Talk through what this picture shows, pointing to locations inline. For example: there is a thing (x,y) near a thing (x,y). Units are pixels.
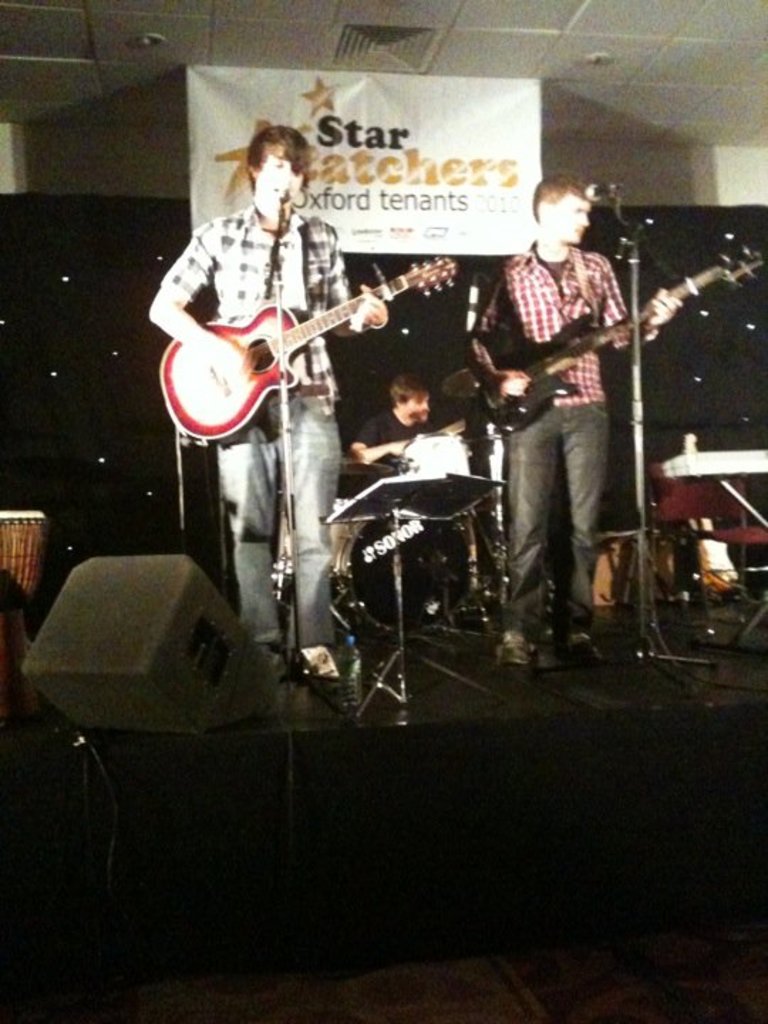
In this image in the center (308,455) there are two persons (571,370) who are standing and they are playing guitar (506,366), in front of them there are two mikes (287,215). On the background (403,426) there is one person (393,426) who is sitting and playing drums (402,464). On the top (343,47) there is a ceiling (510,47) and one poster (507,140) is there and on the background (30,175) there is wall (551,156) and one black curtain (142,319) is there, and on the stage (587,670) there are some wires (291,664) and sound systems (244,636) are there.
